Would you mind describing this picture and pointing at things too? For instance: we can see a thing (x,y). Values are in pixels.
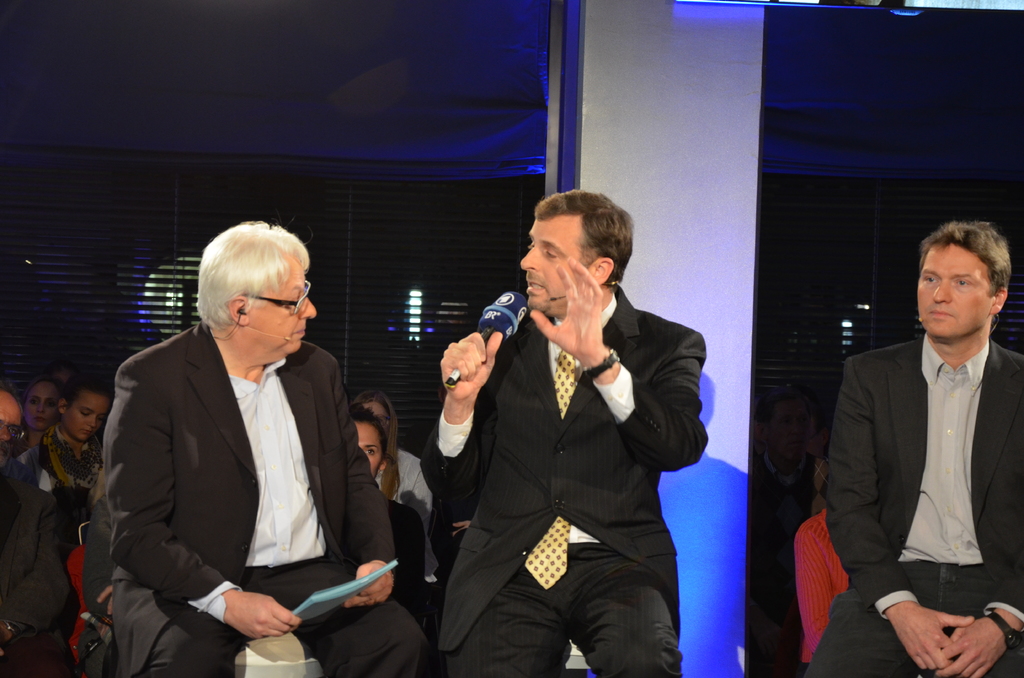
In this image, we can see three men (311,488) in suits (566,472) are sitting. In the middle of the image (470,419), a person (554,410) is holding a microphone (512,322) and talking. Background (740,511) we can see a group of people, pillar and window shades (420,261).
